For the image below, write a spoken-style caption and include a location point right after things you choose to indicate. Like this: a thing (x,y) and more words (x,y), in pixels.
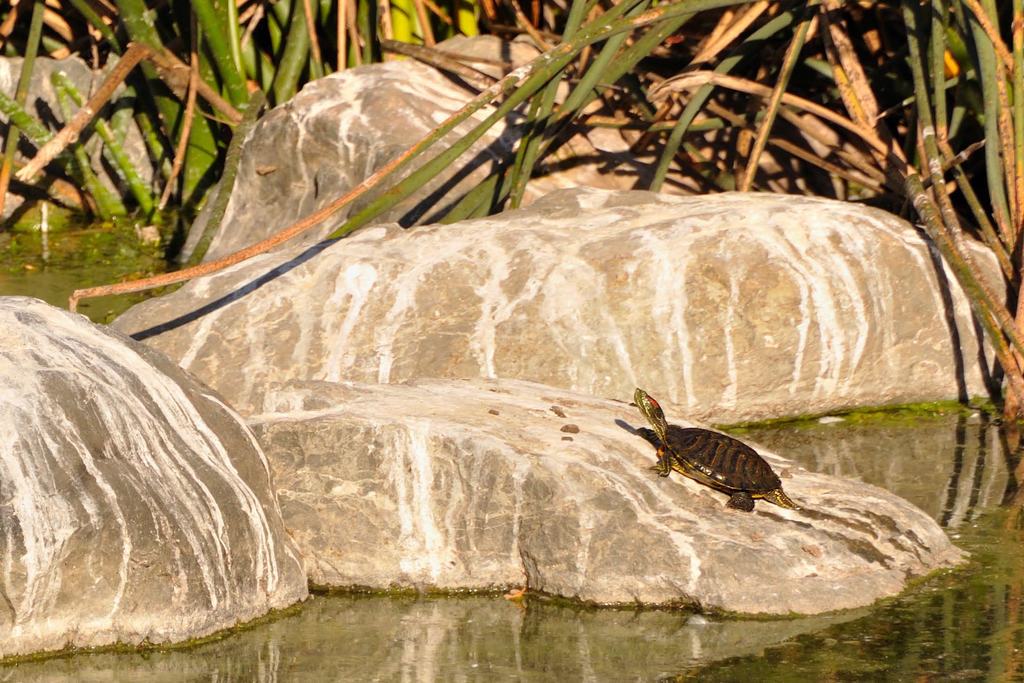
In this picture there is a tortoise (717,439) on the rock (623,448) and at the back (235,241) there are rocks (472,182) and plants (770,97). At the bottom (825,648) there is water (625,650).
